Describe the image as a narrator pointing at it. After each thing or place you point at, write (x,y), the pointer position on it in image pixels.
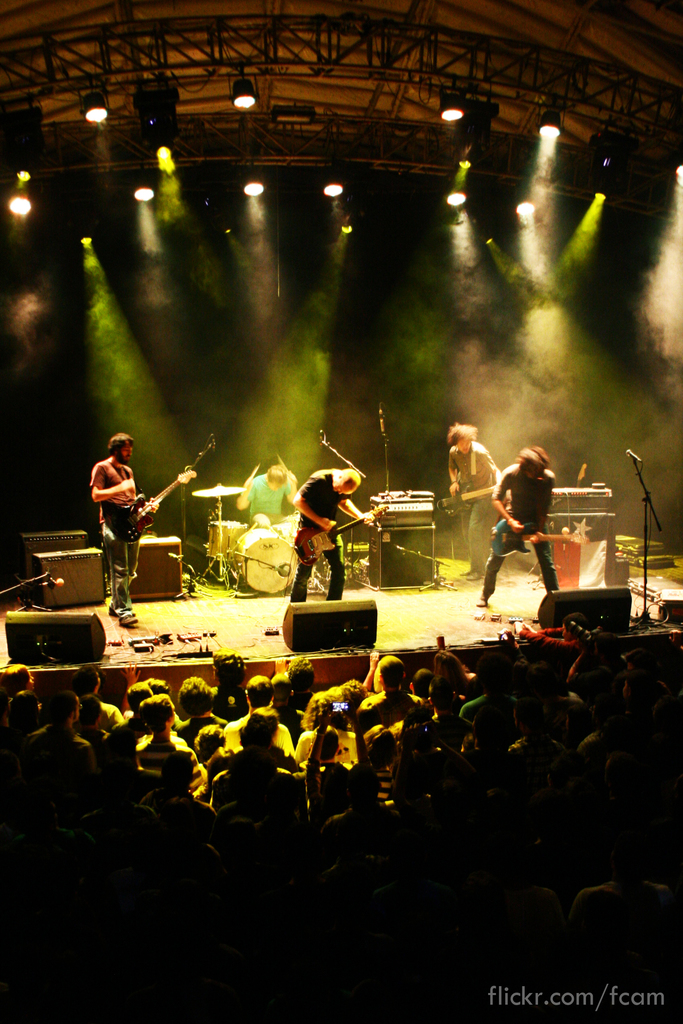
This picture shows a group of people (267,483) playing musical instruments (121,507) on the dais (284,594) and we see four people (555,588) playing guitar (321,549) and a man (271,514) playing drums (247,533) and we see few lights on the roof (117,140) and audience (413,827) standing in front of them.
